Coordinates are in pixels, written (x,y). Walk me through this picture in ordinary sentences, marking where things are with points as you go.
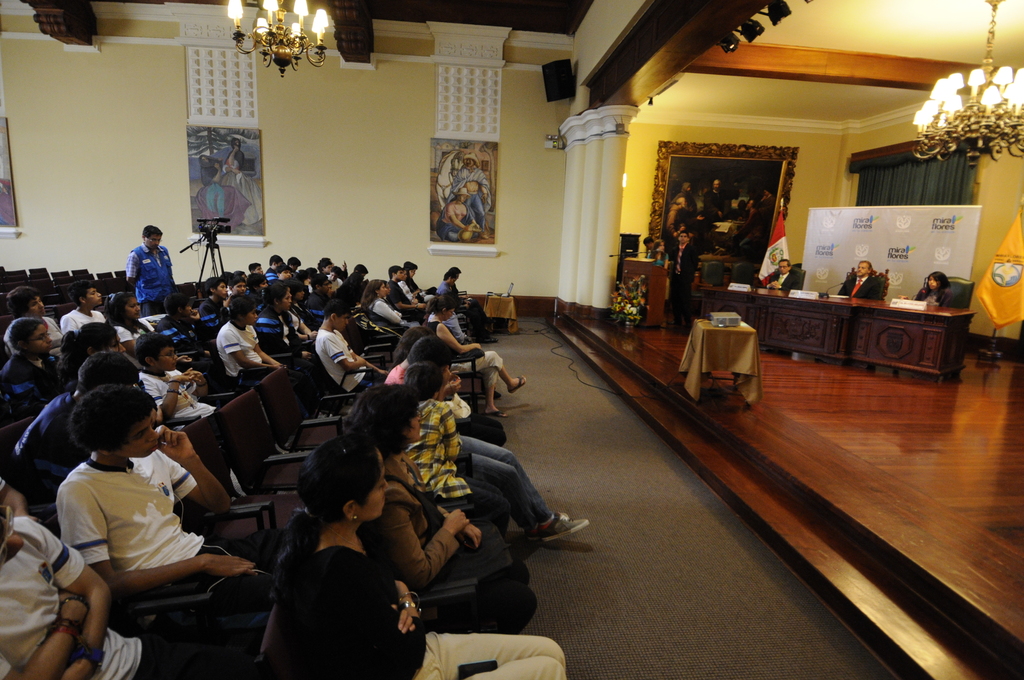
As we can see in the image there are many people (377,446) sitting on chairs (362,343), wall (342,77), chandeliers (318,14), banners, photo frames (439,156) and camera (200,224) over here.
